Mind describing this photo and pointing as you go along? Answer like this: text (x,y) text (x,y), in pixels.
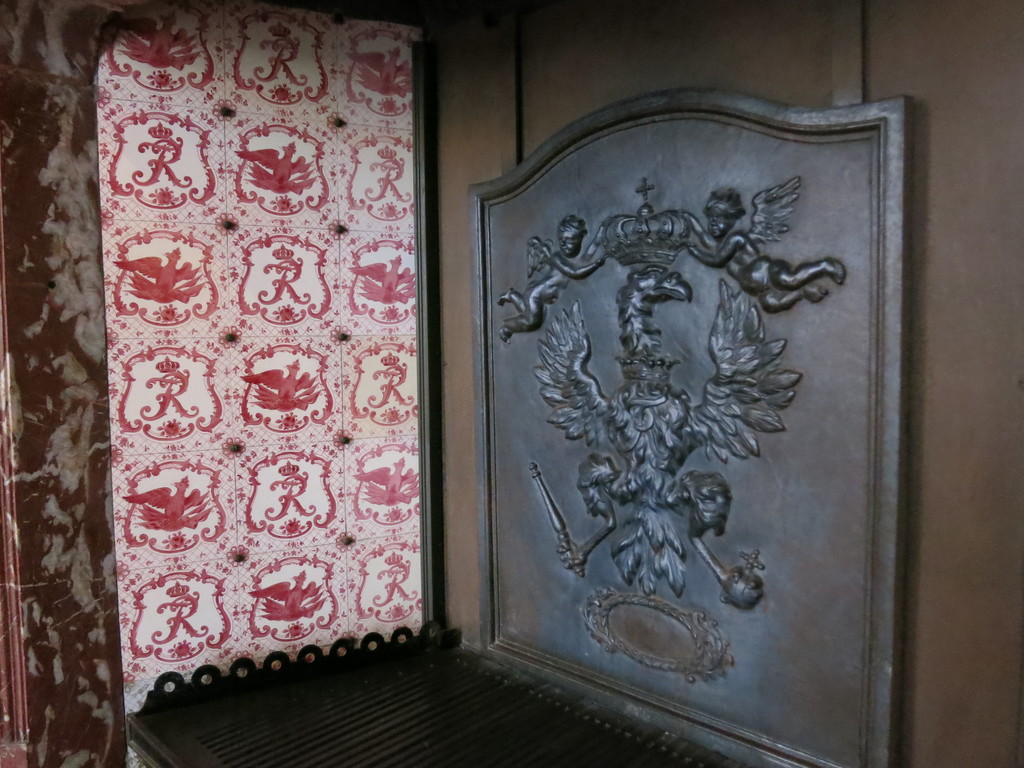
There is a sculpture (744,403) present on a wall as we can see on the right side of this image (741,264) and there is a tiled wall (182,245) on the left side of this image (205,348).
